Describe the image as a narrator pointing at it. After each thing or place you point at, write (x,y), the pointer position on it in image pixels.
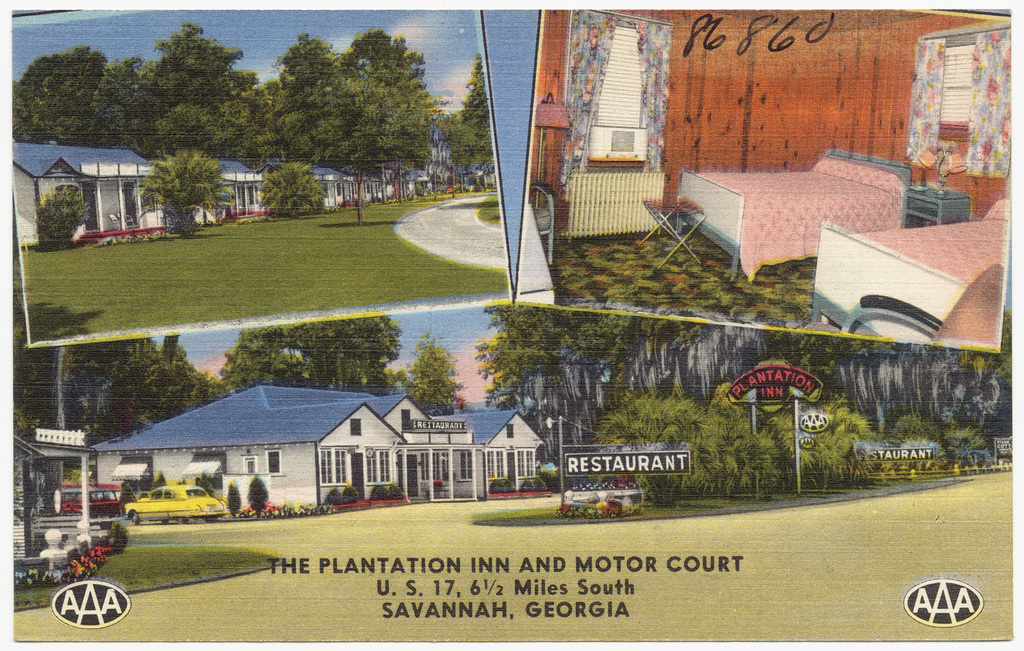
In this image we can see the collage picture of buildings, trees (298,61), roads (422,533), ground (347,514), motor vehicles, cots (901,211), side tables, bed lamp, curtains (593,100) and air conditioners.
